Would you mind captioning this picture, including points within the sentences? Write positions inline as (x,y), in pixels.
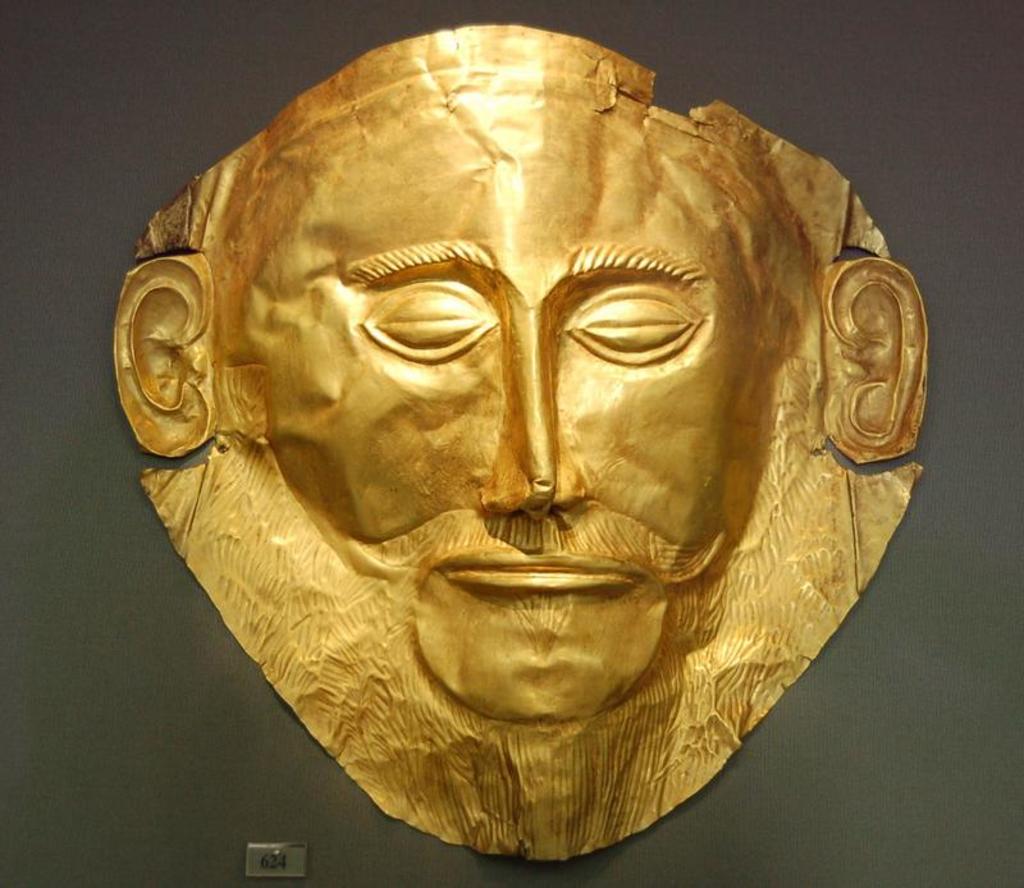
In this image I can see a mask of Agamemnon (492,652), which is visible on the wall (79,621), at the bottom (259,849) I can see numbers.
